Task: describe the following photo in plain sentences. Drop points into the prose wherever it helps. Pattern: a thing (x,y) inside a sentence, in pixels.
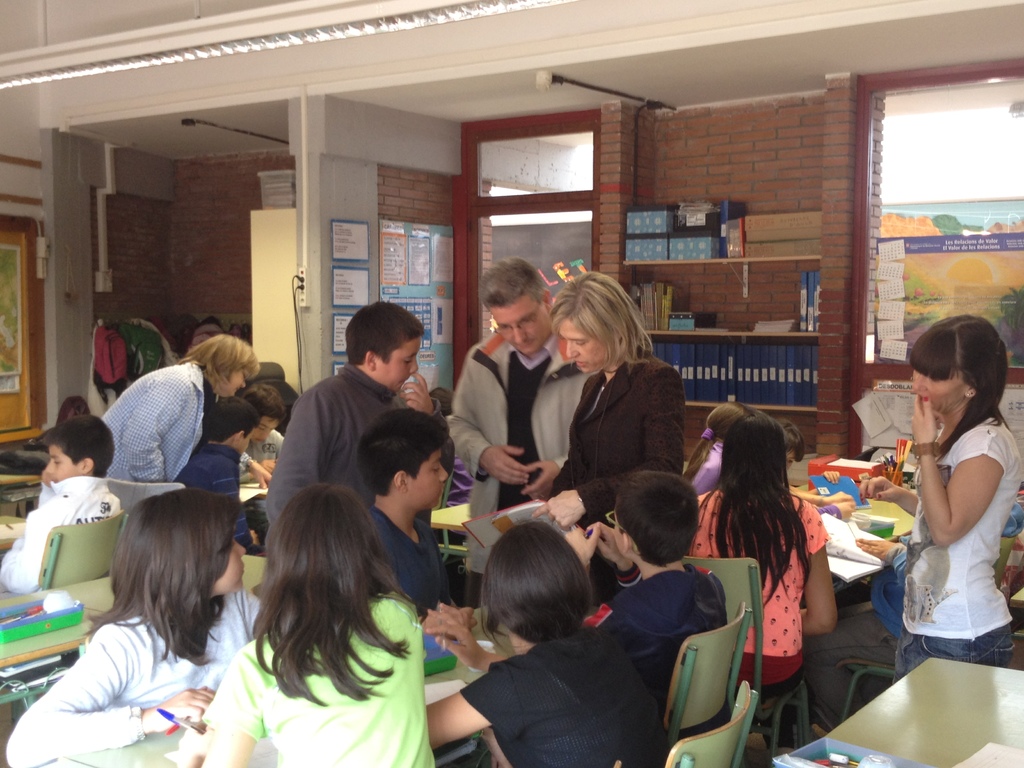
In this image few people (437,637) are sitting on the chairs (729,597) and some are standing on the floor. In front of them there are tables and on top of the tables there are few objects (838,460). In the background of the image (591,229) there is a door (491,252). Beside the door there are shelves (795,334) and there are some objects (813,307) on the shelves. There are boards (362,241) attached to the wall (437,221). On the left side of the image (160,323) there are bags (237,328).
